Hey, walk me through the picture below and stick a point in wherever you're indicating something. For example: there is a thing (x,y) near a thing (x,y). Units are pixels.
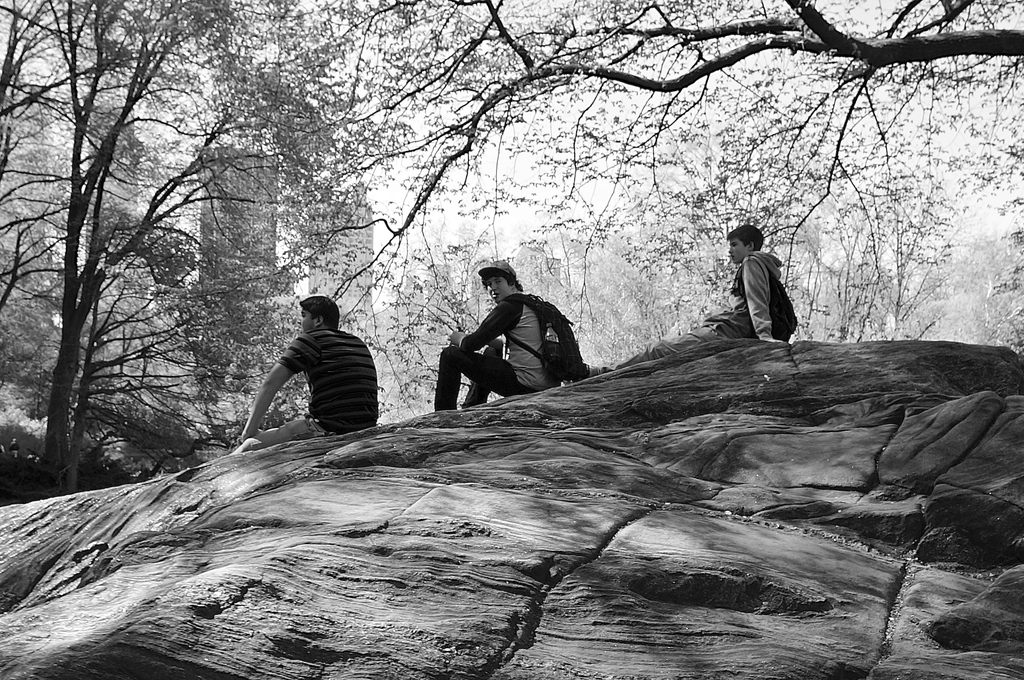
In this image we can see a black and white picture of three persons (374,395) sitting on a rock (739,459). One person (513,297) wearing a cap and bag (549,353). In the background (328,263), we can see a group of trees (92,292), building (371,221) and the sky (426,254).
